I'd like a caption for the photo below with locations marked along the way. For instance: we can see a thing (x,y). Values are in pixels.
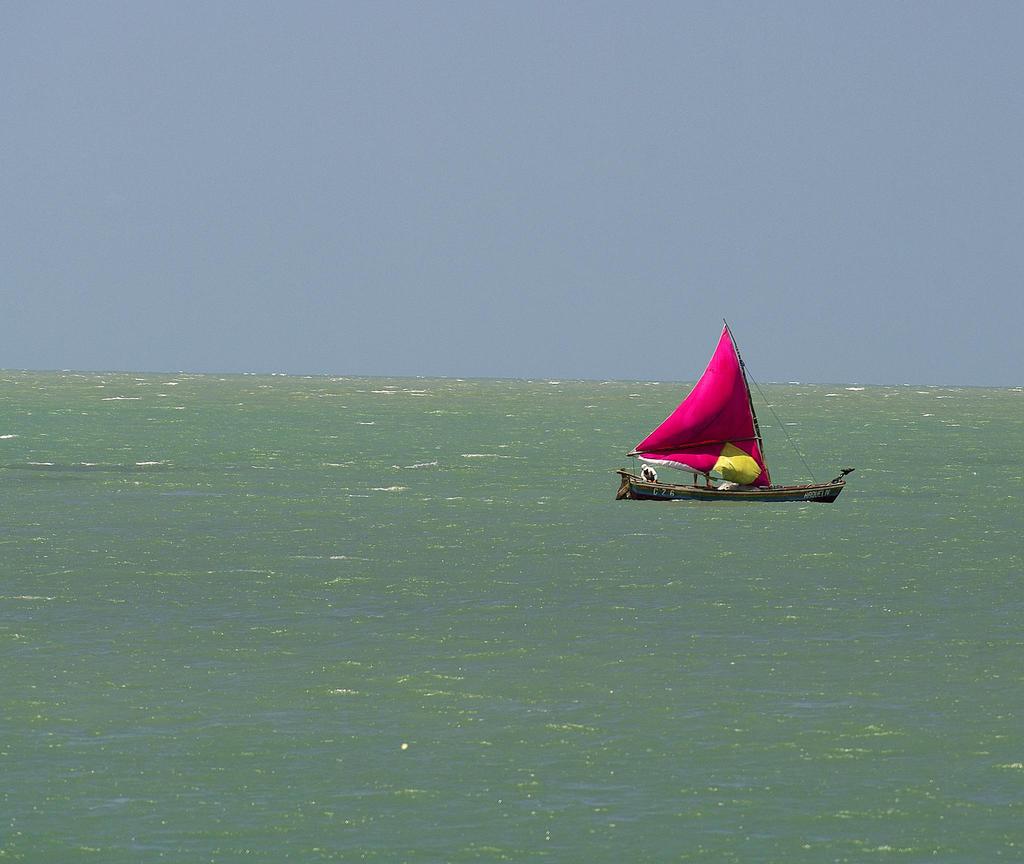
In this picture there is a person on the boat (745,473) and we can see water (298,466). In the background of the image (662,259) we can see the sky (712,261).
